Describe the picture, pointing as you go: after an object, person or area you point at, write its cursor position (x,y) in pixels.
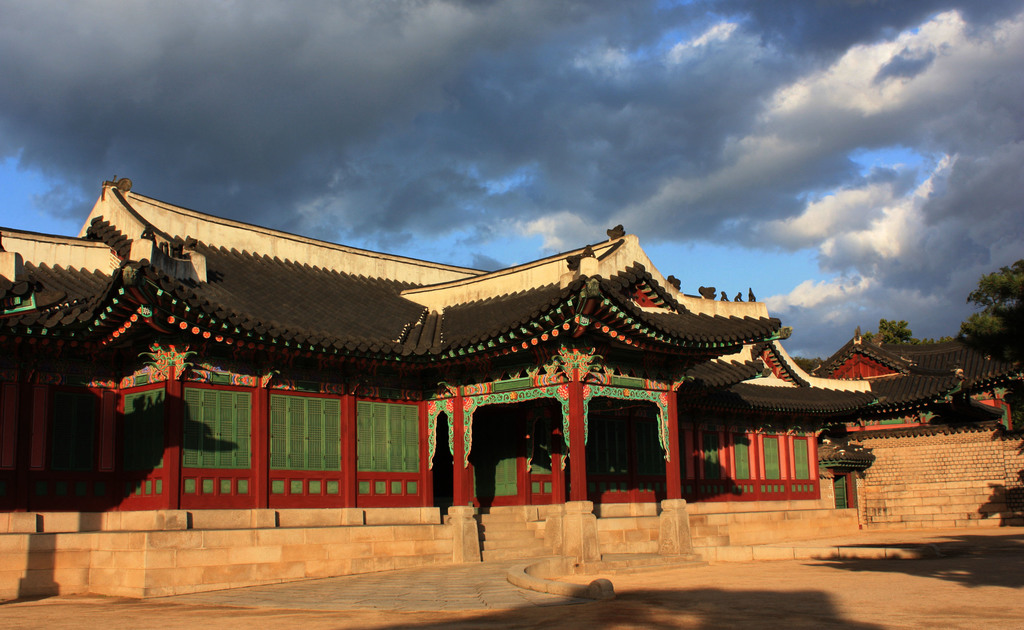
We can see houses (561,378) and wall (920,456). On the background (972,340) we can see trees (981,321) and sky (698,181) with clouds (402,166).
